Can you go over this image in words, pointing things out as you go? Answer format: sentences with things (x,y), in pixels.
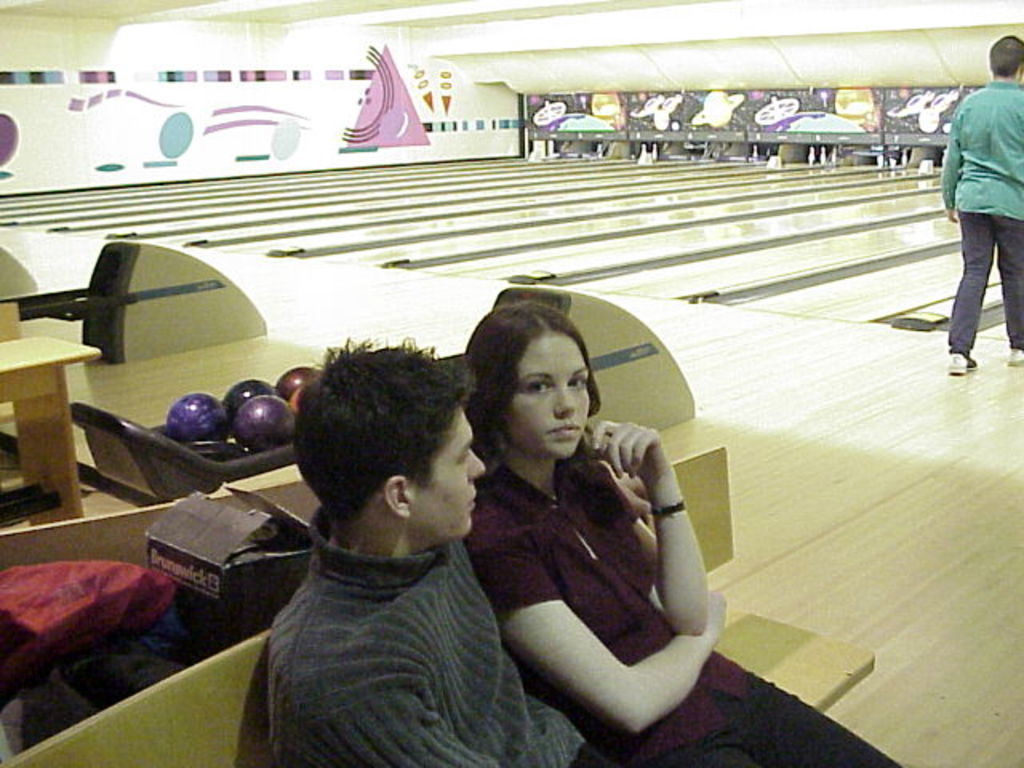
In this image we can see a man (458,643) and a woman (585,597) sitting on a bench (729,650) at the bottom of the image (672,707). At the top of the image (604,161) we can see bowling area (753,148) and a person (949,194) stood near it.
